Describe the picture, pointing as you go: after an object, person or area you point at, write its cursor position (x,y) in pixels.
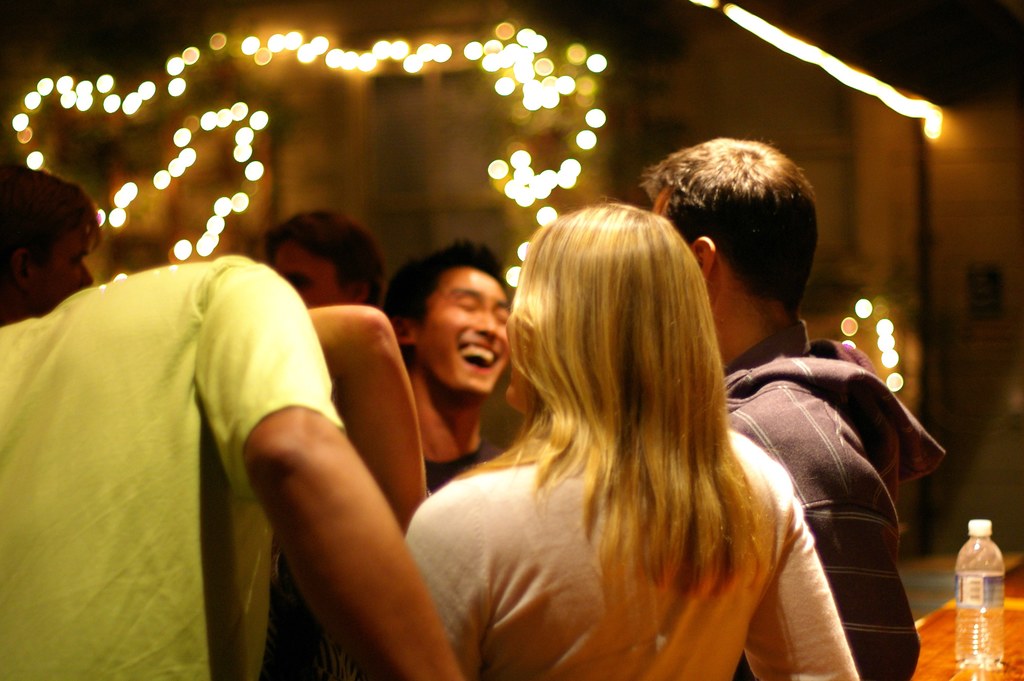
It is a party group of people (399,414) standing and chit chatting, in the background (542,72) there are some lights (524,79), behind the people (807,382) there is a table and a bottle (969,558) on the table (926,578).
